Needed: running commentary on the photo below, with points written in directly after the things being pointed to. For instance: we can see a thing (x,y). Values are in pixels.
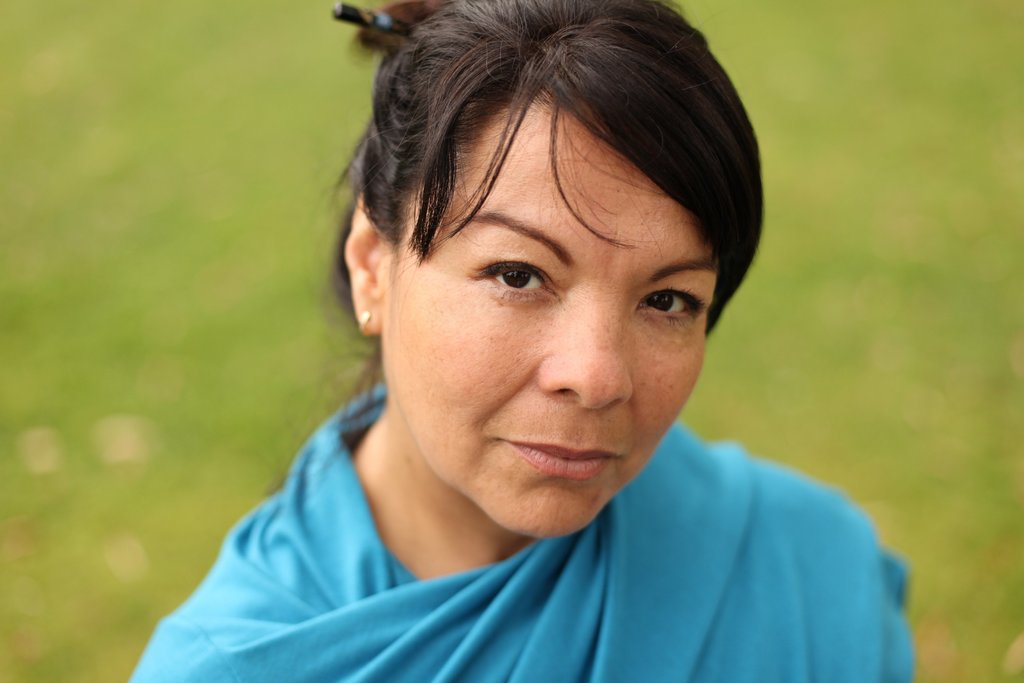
In this image I can see a person (450,654) wearing a blue dress (193,606) and the background (920,116) is blurred.
